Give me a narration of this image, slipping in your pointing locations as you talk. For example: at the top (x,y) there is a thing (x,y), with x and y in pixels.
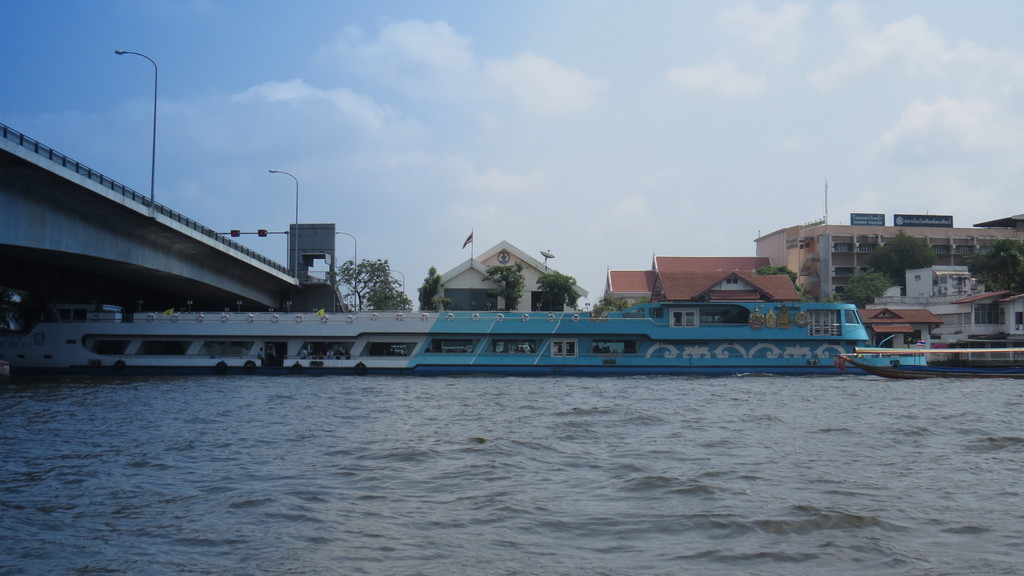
In the image we can see a boat (889,370), in the water (761,447). There are many trees (873,269) and buildings (525,275). There is a bridge (101,236), light pole (155,149) and a cloudy sky (479,145).
